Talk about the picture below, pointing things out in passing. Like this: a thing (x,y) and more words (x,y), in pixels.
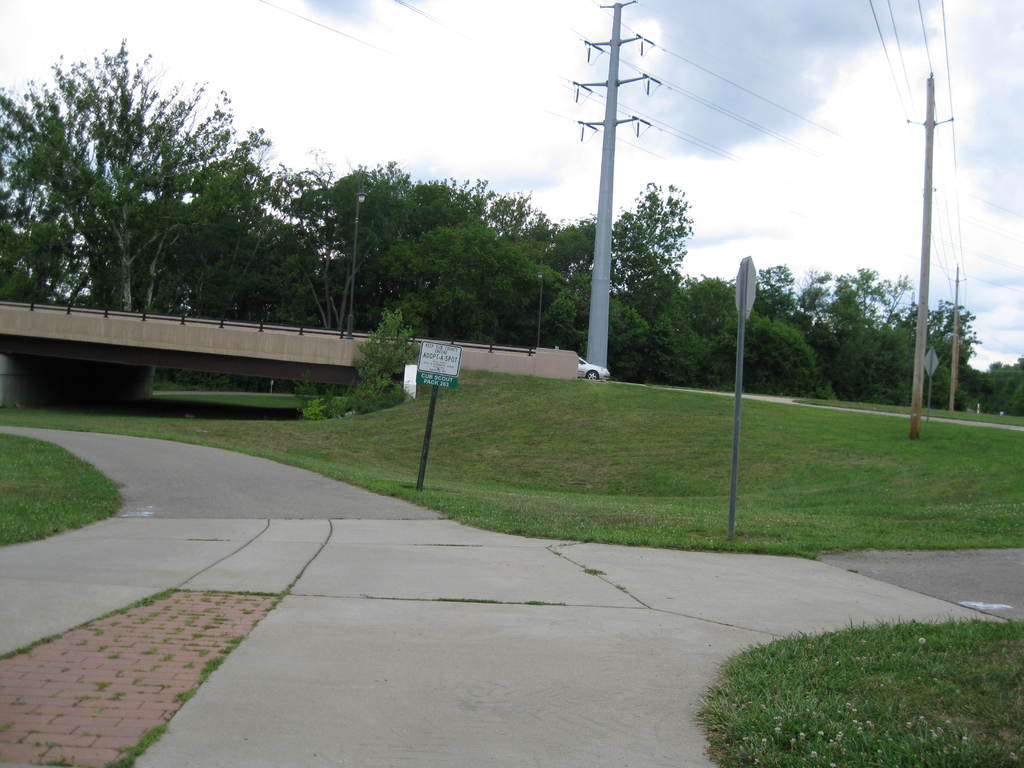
This image is clicked outside. At the bottom (384,638), there is a road (371,576). To the right (823,454), there is green grass (886,475) on the ground (935,520). In the background (134,189), there are trees (485,230). In the front (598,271), there are poles (917,406) along with wires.
